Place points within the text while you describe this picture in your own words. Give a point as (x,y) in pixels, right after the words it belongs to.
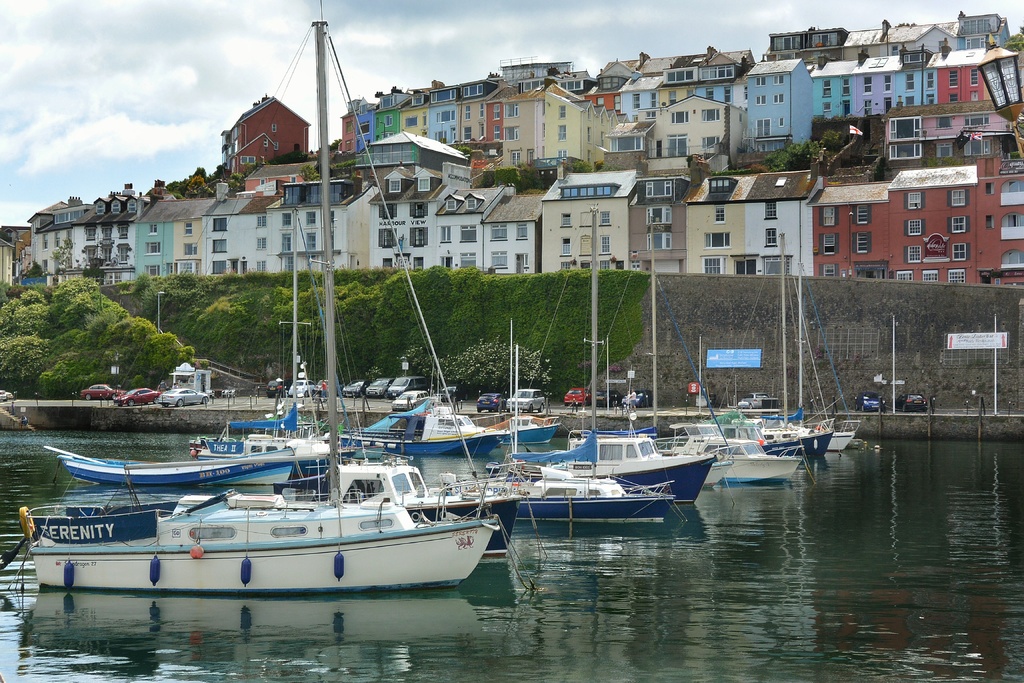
In this image we can see few boats (493,468) on the water (743,588), there are few vehicles (494,395) on the road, a wall (719,312) with boards (720,355), few trees (468,370), poles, buildings (670,171) and the sky (267,61) with clouds (99,94) in the background (176,77).
